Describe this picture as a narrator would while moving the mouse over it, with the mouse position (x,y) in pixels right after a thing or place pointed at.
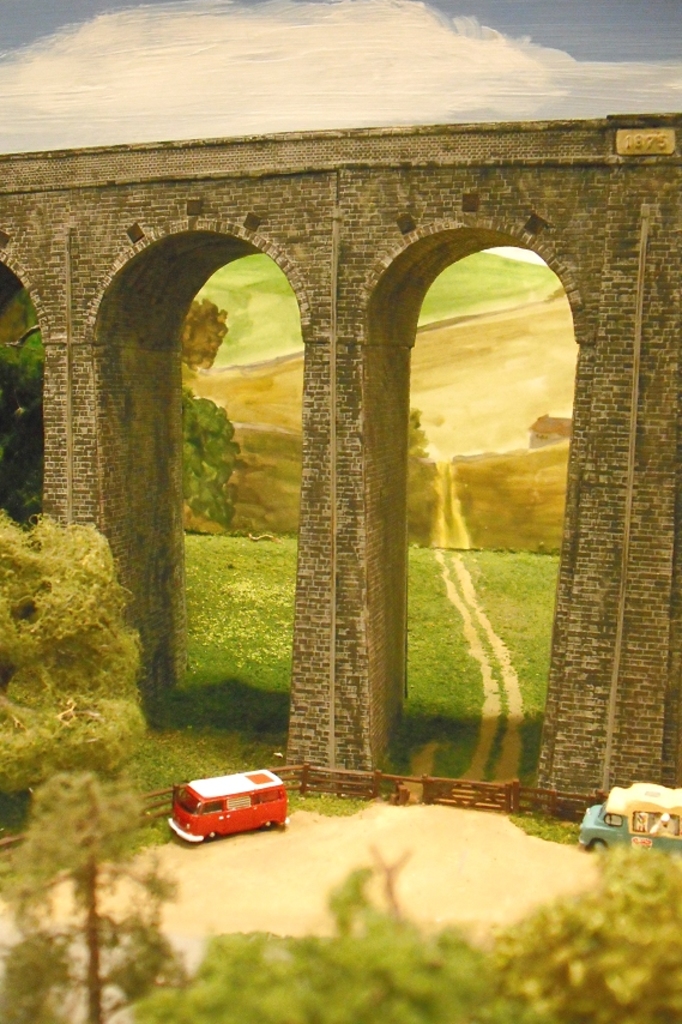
There are vehicles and trees (383,932) are present at the bottom of this image (395,867). We can see a bridge (95,397) and trees (75,577) in the middle of this image (317,396) and the sky (258,97) is in the background (322,122).
